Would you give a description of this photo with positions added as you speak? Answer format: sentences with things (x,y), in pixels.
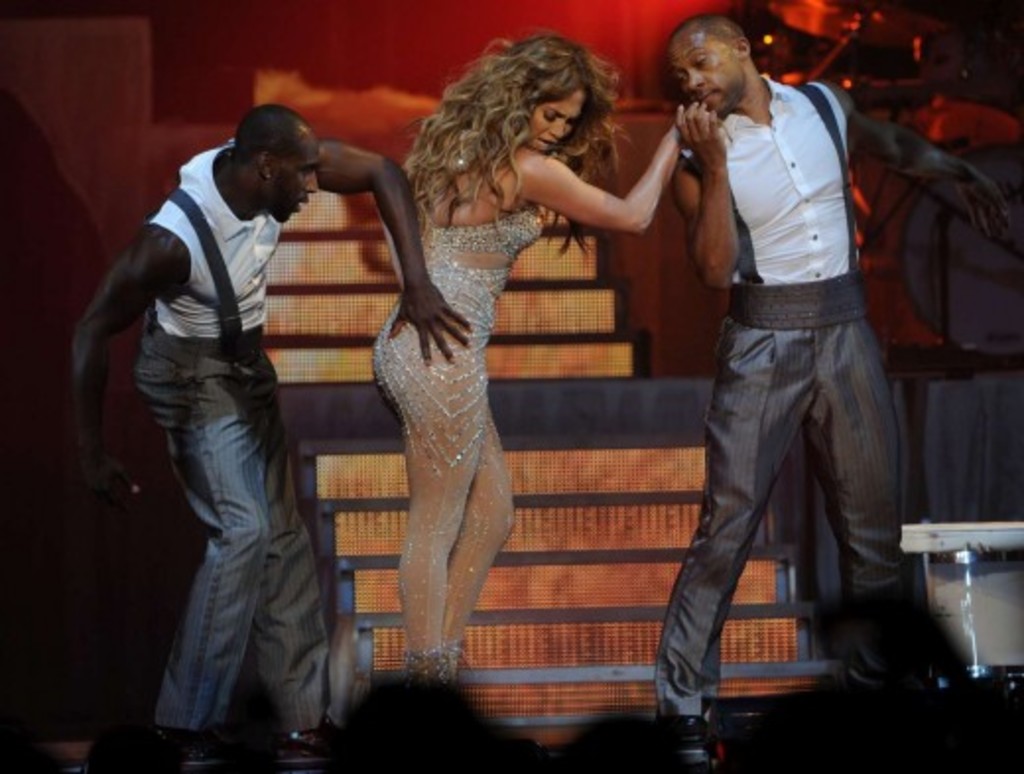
In this image, we can see three people (431,493) are standing. Background (771,578) we can see stairs (571,612), musical instrument (946,577).
